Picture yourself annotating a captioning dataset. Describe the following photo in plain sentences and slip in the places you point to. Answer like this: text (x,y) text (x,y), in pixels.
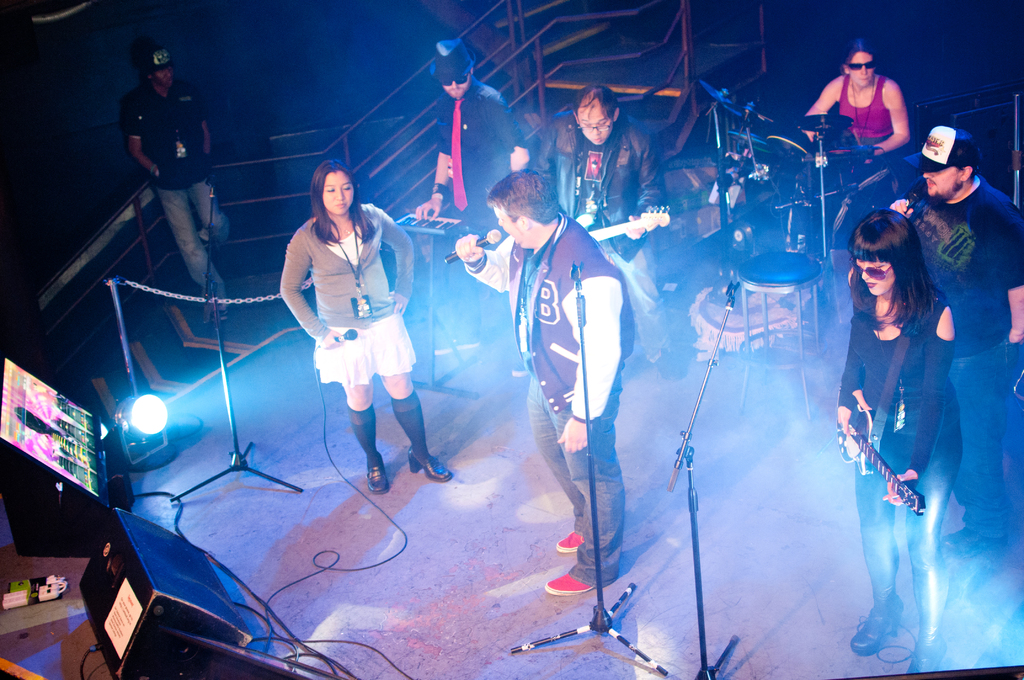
In the image there are many people (470,270) playing various musical instruments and in the middle (566,280) there is a man (548,338) singing song in the mic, there are lights (159,404) on either side of the stage (82,634) with a screen (76,454) of it.
